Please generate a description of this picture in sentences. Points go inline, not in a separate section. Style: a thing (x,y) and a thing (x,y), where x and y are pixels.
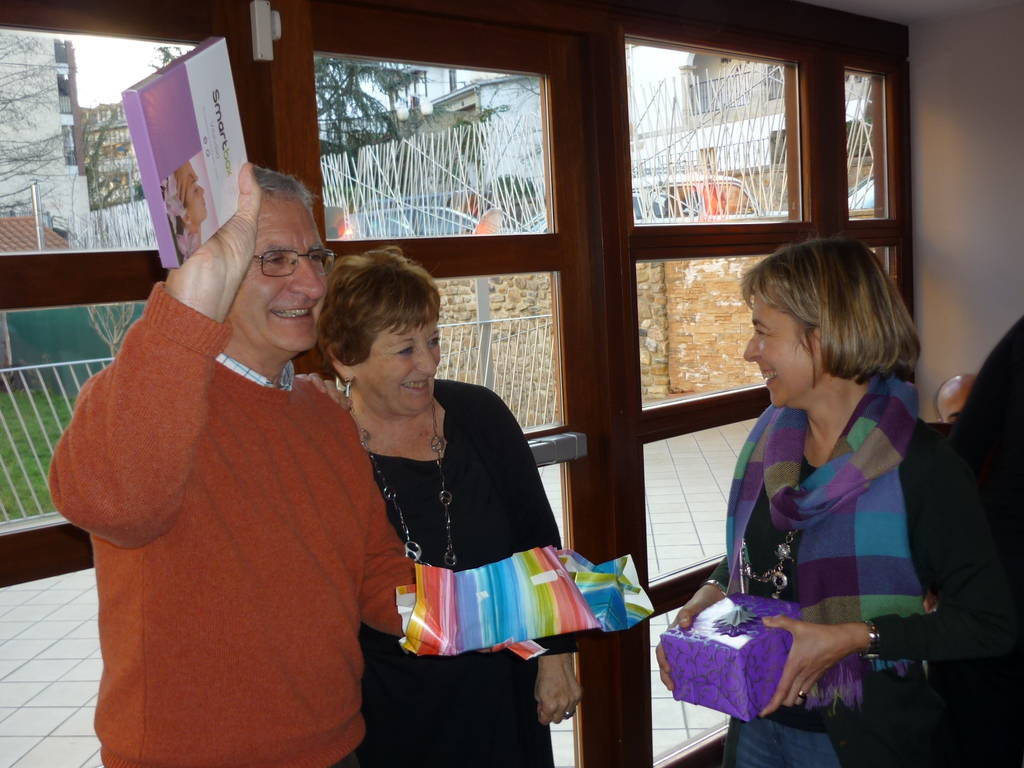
On the right side of the image (786,513) we can see a lady (827,729) standing and holding a box (710,612) in her hand (801,653). On the left (289,612) there is a man (267,529) and a lady (467,557) standing and smiling. In the background (473,225) there is a door (474,47) and a wall (959,222).
